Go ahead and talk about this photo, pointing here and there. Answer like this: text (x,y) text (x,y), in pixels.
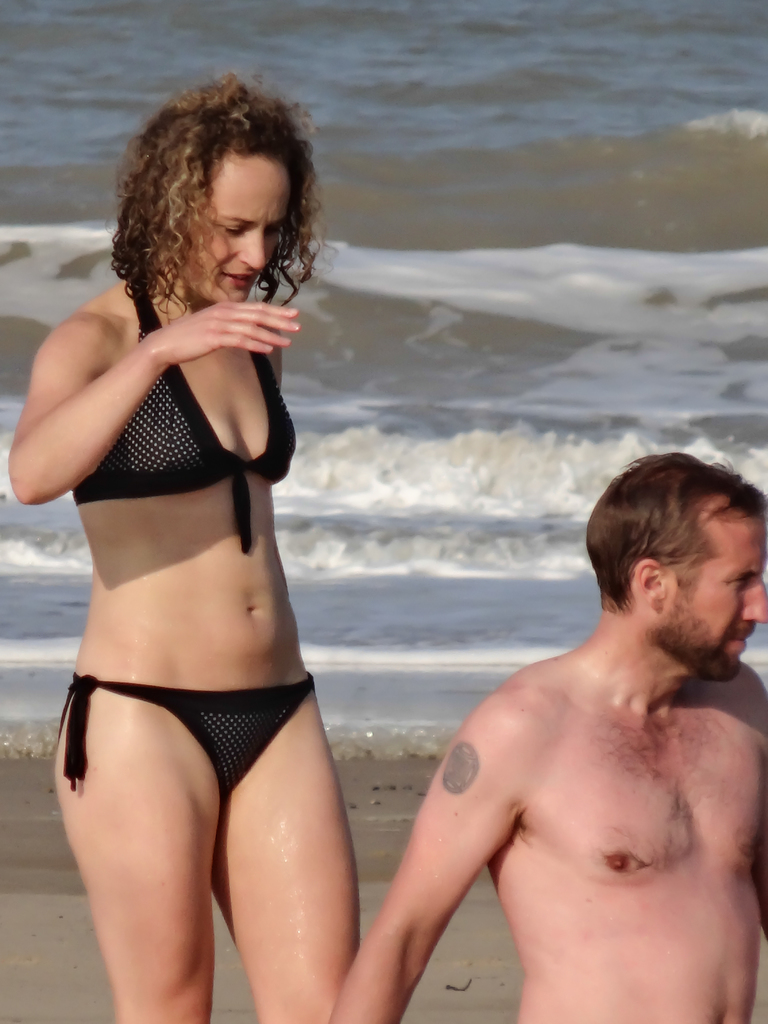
In this image there are two persons (281,807), there is a person (497,722) truncated towards the right of the image (684,626), there are person (310,990) truncated towards the bottom of the image (709,997), there is sand (373,815), there is a sea (436,412) truncated.
